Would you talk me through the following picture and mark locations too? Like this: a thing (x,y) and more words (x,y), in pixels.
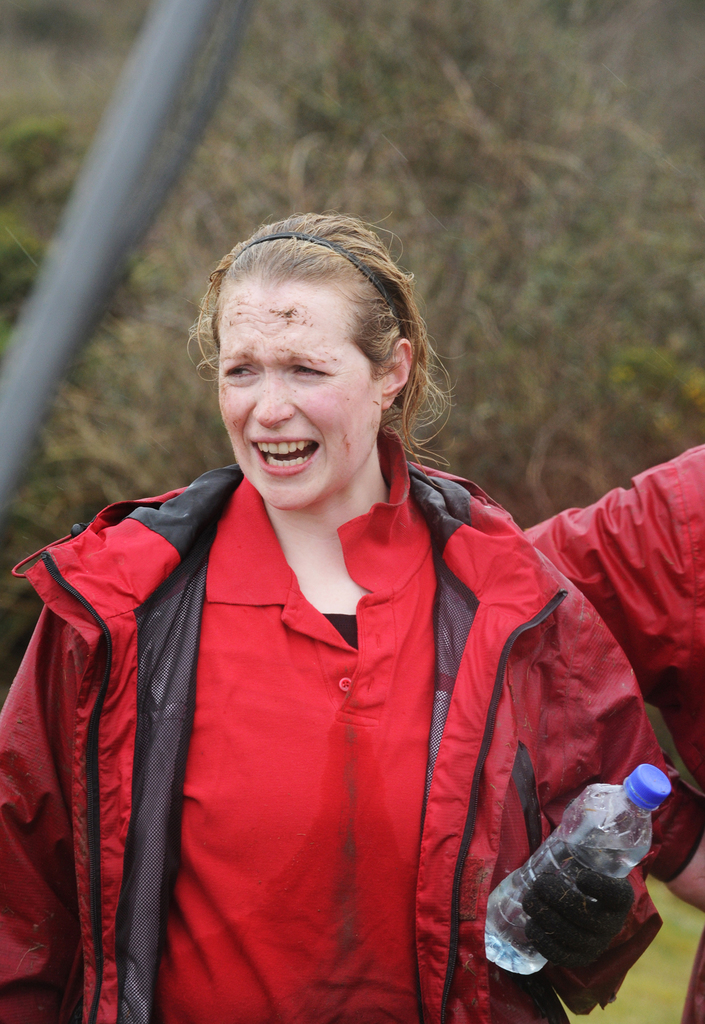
In this picture we can see women (527,677) wore red color jacket (535,802) holding bottle (634,836) in her hand (558,914) and giving some expression and in background (296,69) we can see trees (237,195).
